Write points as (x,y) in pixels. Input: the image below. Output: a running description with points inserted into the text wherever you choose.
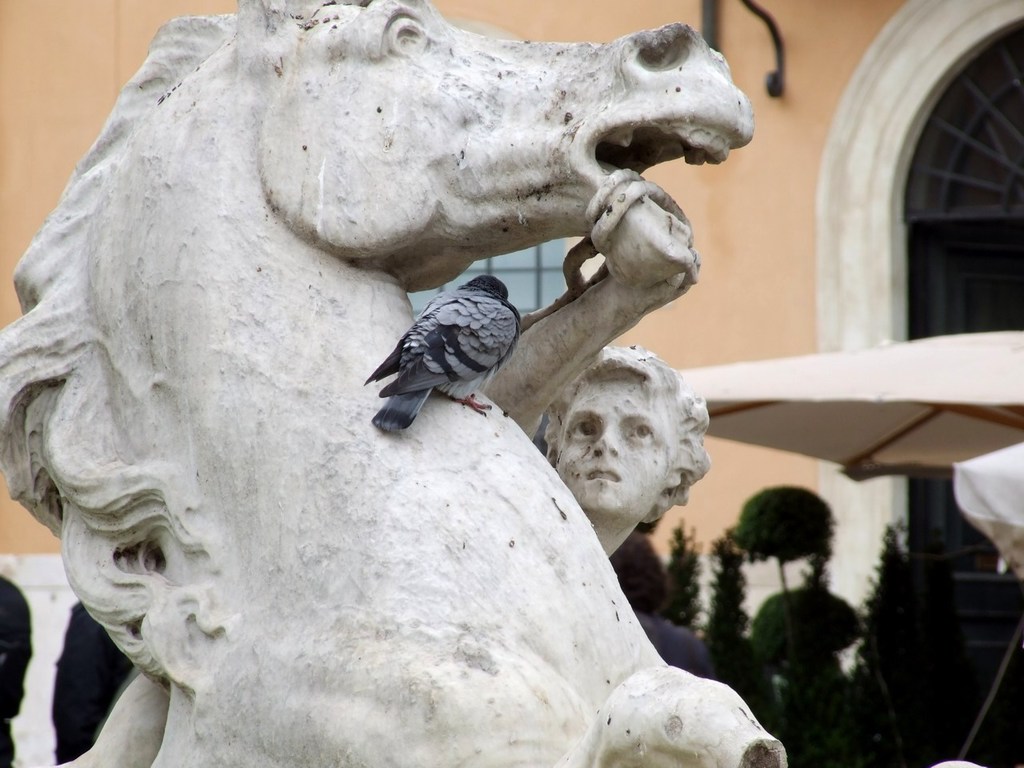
In this image we can see a bird (460,322) on a statue (482,205). On the backside (633,335) we can see a building (699,293) with windows (534,282), a roof (855,413) and some plants (878,650). We can also see a person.
